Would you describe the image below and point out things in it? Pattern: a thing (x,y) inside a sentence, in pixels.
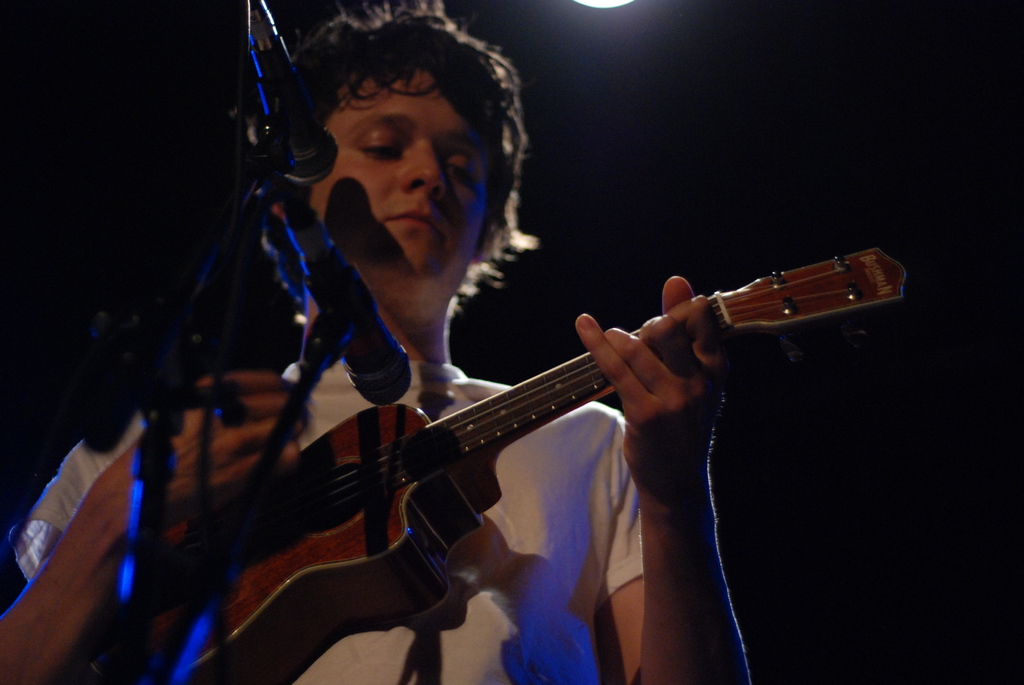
A person (527,542) wearing a white t shirt (519,520) is holding a guitar (379,450) and playing it. In front of him there are mics (361,320) and stands (207,403).
